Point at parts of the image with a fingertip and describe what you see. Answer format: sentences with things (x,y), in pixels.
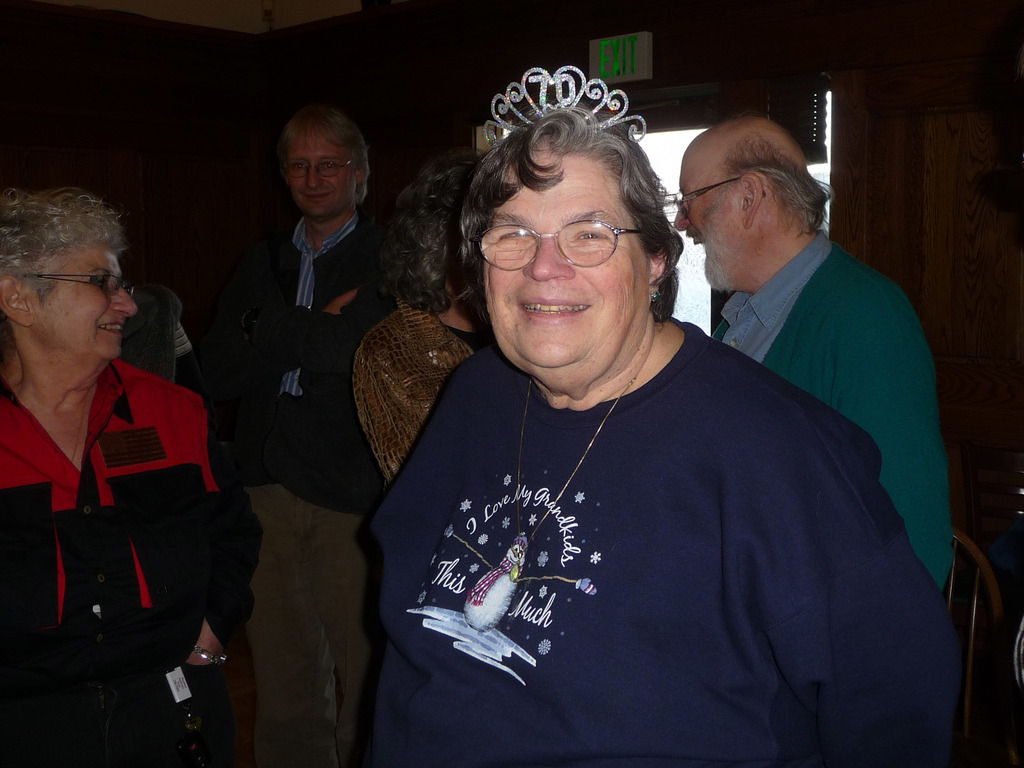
In this picture we can see some people (447,392) standing, a person (585,362) in the front (543,469) wore spectacles (572,233), on the right side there is an exit board (621,64), we can see a dark background (186,106).
